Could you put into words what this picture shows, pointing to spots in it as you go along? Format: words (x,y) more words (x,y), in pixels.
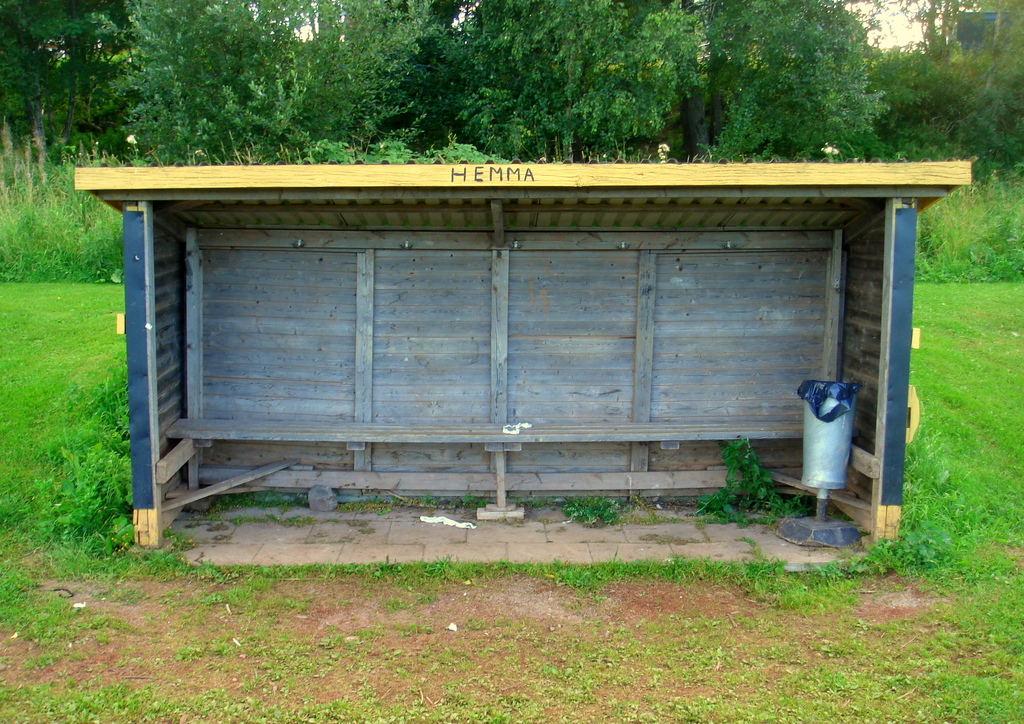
In this image I can see a shed (475,296) which is yellow, blue and ash in color. I can see a silver colored object (845,408) inside the shed (777,419). I can see the ground (512,608), some grass (529,669) and few plants (107,505). In the background (214,144) I can see few plants (286,65) and the sky (911,43).
